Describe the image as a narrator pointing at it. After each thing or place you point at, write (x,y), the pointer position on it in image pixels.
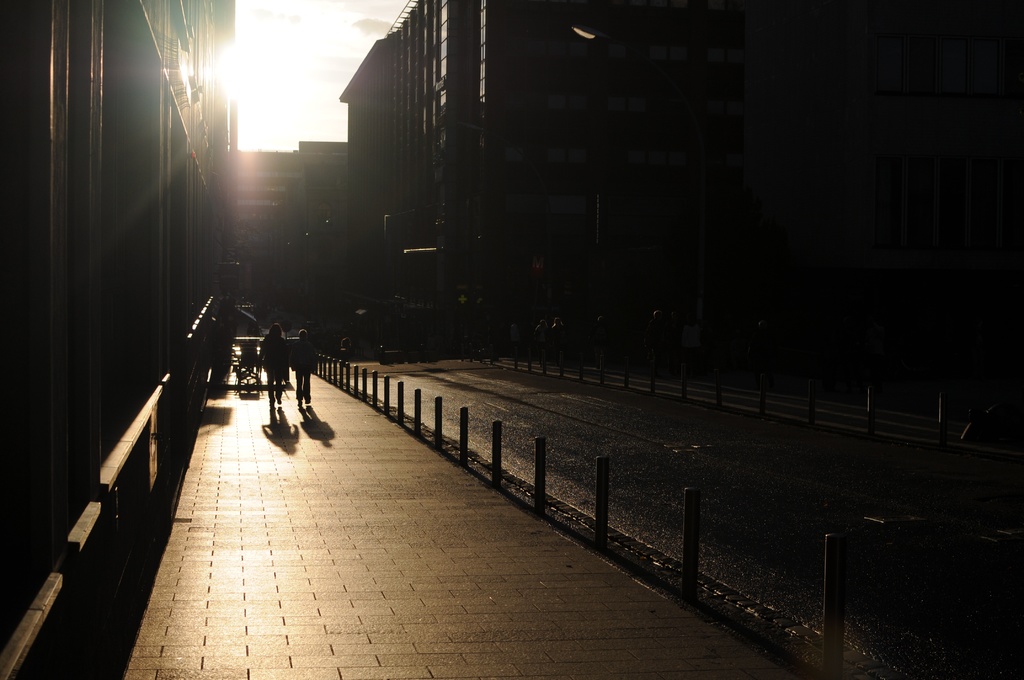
This picture is dark, in this picture there are people (302,373) and we can see poles (342,384), road (446,374) and buildings (312,190). In the background of the image (350,8) we can see the sky (327,73).
